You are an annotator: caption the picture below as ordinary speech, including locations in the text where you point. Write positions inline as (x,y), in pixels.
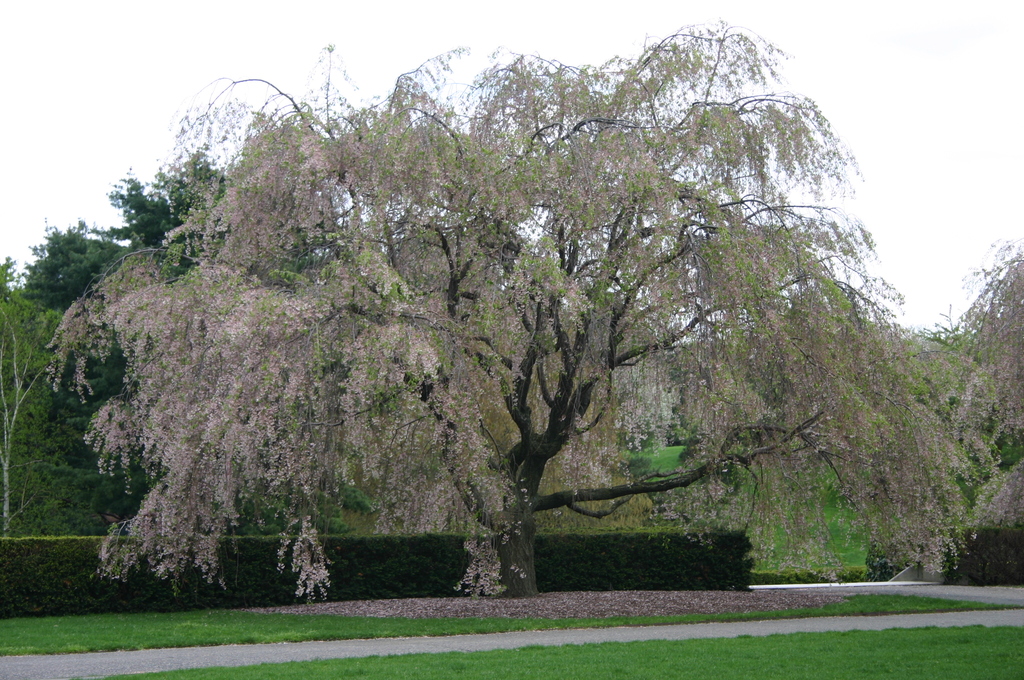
In this image, I can see trees (1010,421) and bushes (76,569). At the bottom of the image (153,662), I can see the grass (243,637) and pathway (235,647). In the background (77,142), there is the sky (988,250).
